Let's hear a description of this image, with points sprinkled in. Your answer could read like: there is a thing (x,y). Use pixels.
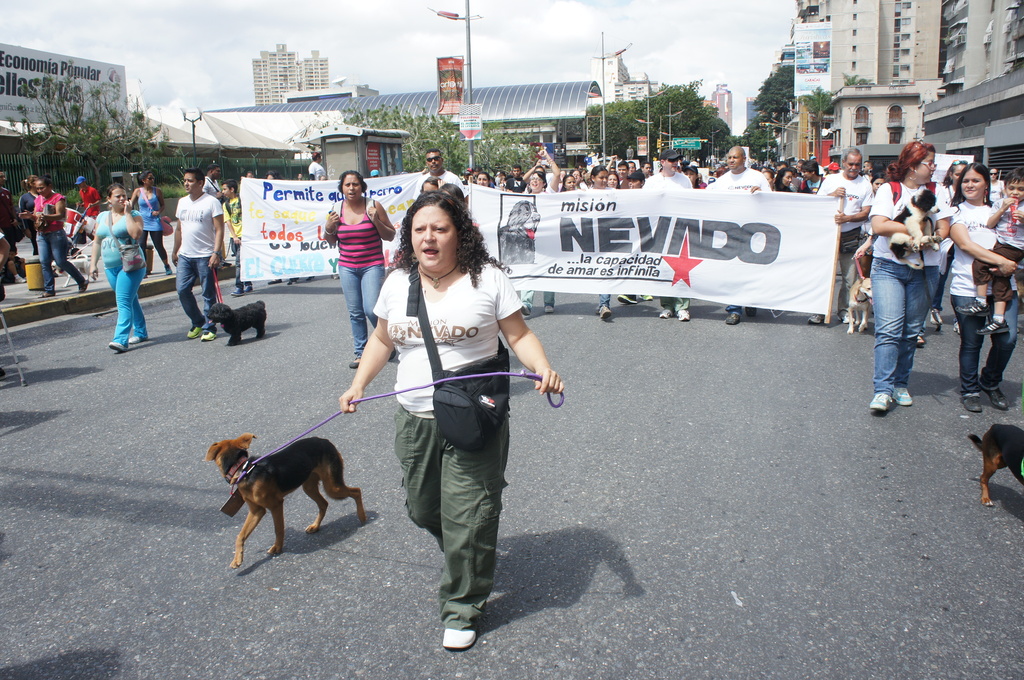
In the image there is a woman (454,495) in the foreground (455,344), she is holding a dog (291,475) with a chain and behind her there are many other people (368,201) and few of them are holding banners (518,199) and in the background (265,132) there are trees (60,149) and buildings (581,104).
